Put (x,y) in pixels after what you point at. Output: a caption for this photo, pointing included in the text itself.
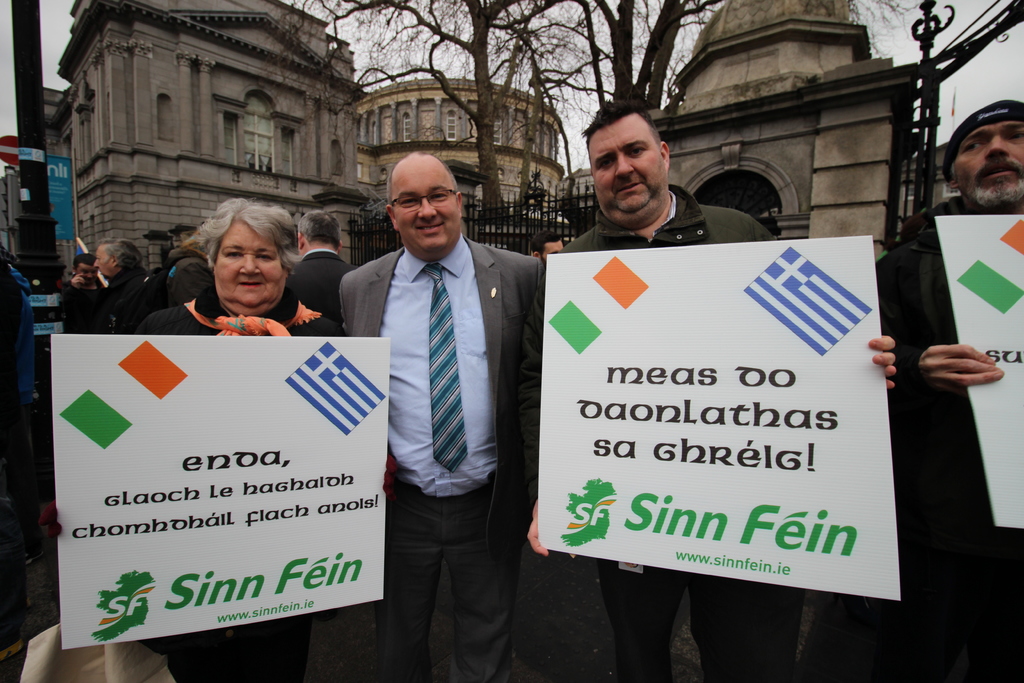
In the foreground of this image (387,303), there are persons (934,216) standing and holding banners (625,402). In the background (128,294), there are persons (16,295), a pole (36,302), buildings (709,100), trees (582,31), fencing (546,201) and the sky (985,87).
